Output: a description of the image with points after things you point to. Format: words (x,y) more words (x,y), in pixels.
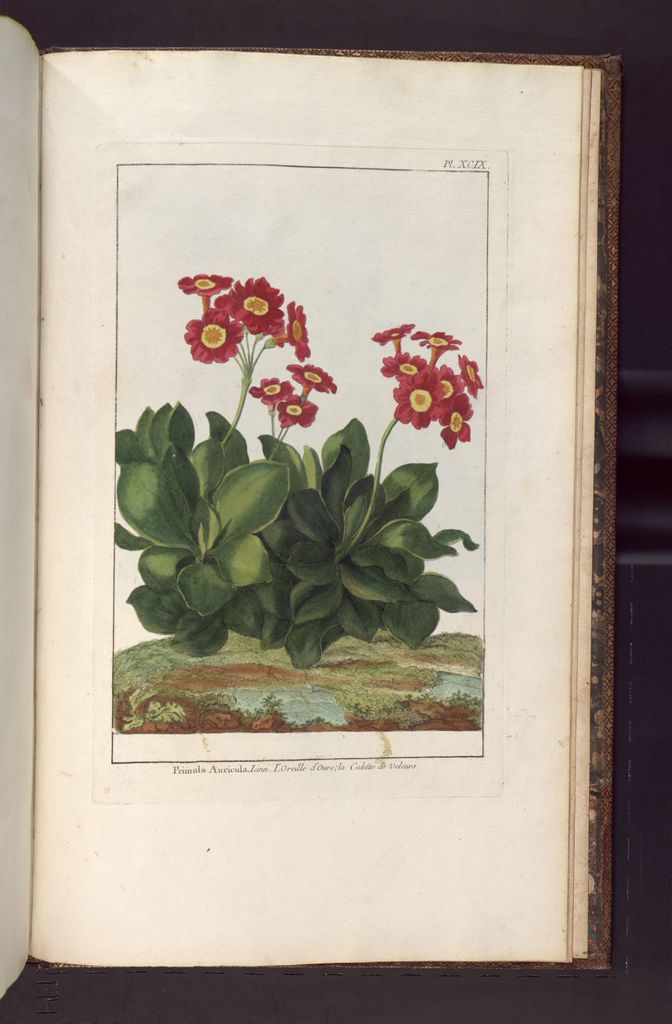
In this picture we can see a book (377,555), in the book (462,464) we can find an art (376,367).
